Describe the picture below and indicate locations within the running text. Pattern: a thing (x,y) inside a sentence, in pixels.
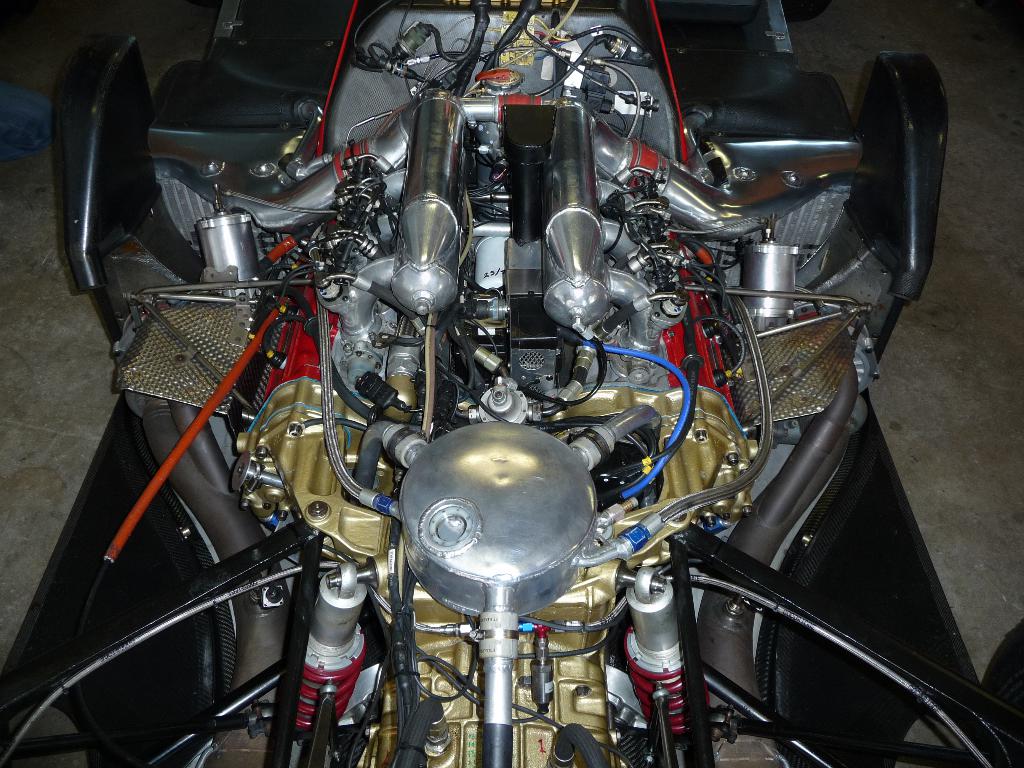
In this image we can see vehicle engine part (569,416).
